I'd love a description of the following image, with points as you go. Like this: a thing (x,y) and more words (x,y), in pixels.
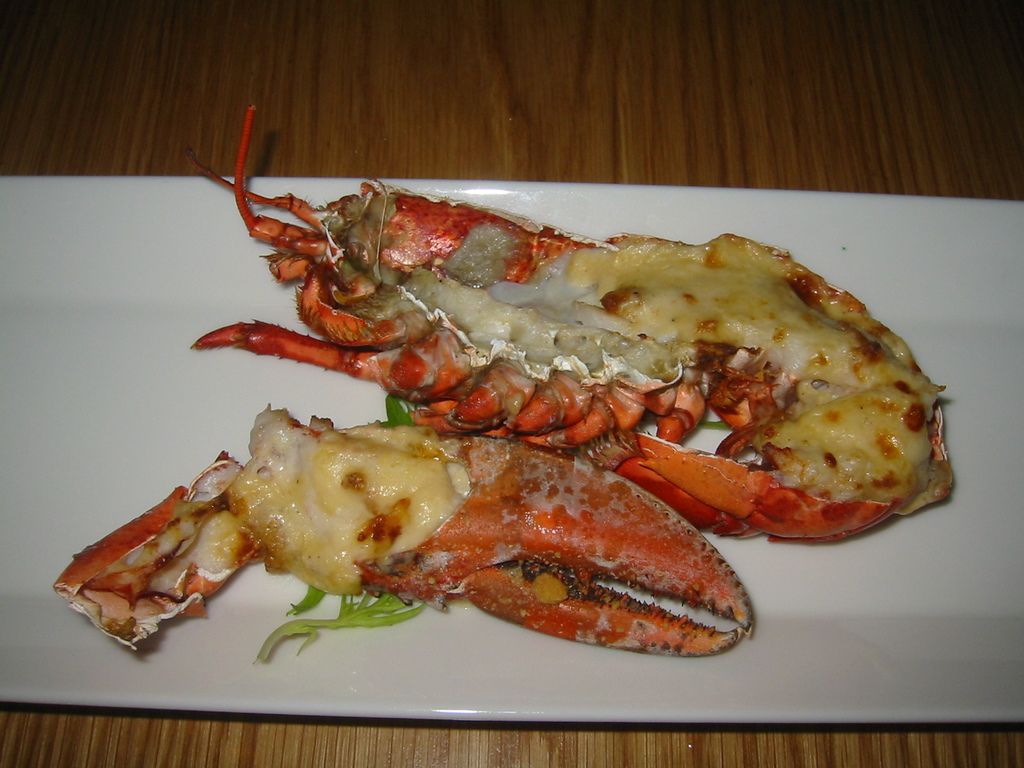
In this image there is a food item (550,408) served in a plate (326,651) and the plate (577,690) is on the table (41,758).
